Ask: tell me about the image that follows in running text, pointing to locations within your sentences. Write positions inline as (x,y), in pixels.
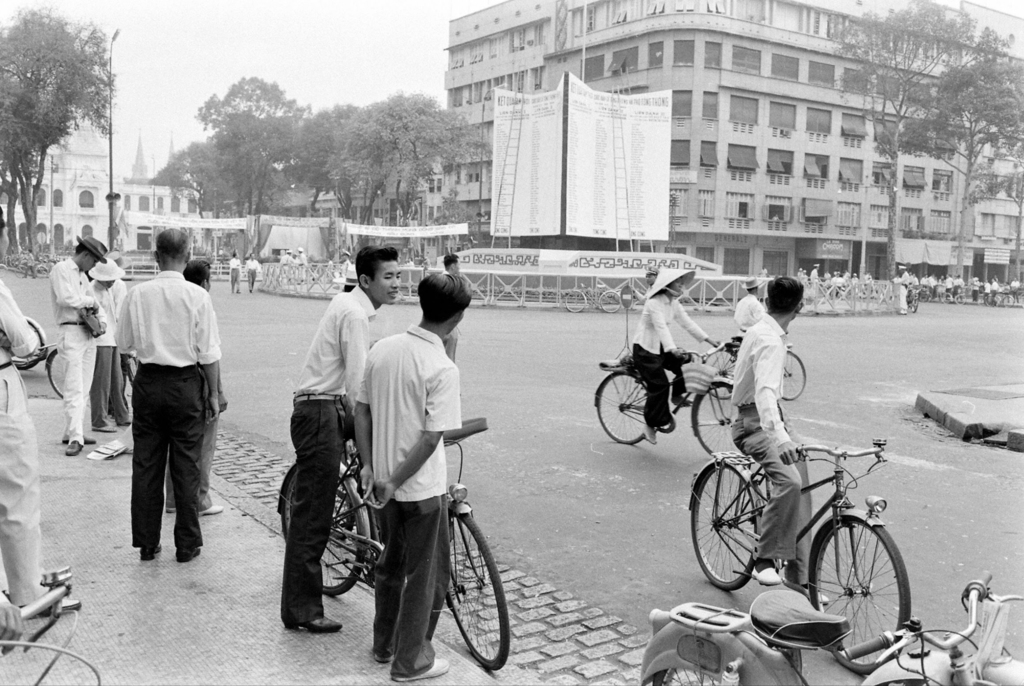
In this picture there are some people (771,572) riding a bicycle (674,417). Some of them are standing here on the side of the road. In the background (579,220) there is a poster (561,182) and some buildings (760,158), in front of which trees (930,103) were present. We can observe a sky (282,38) in the top left corner (269,48) here.
